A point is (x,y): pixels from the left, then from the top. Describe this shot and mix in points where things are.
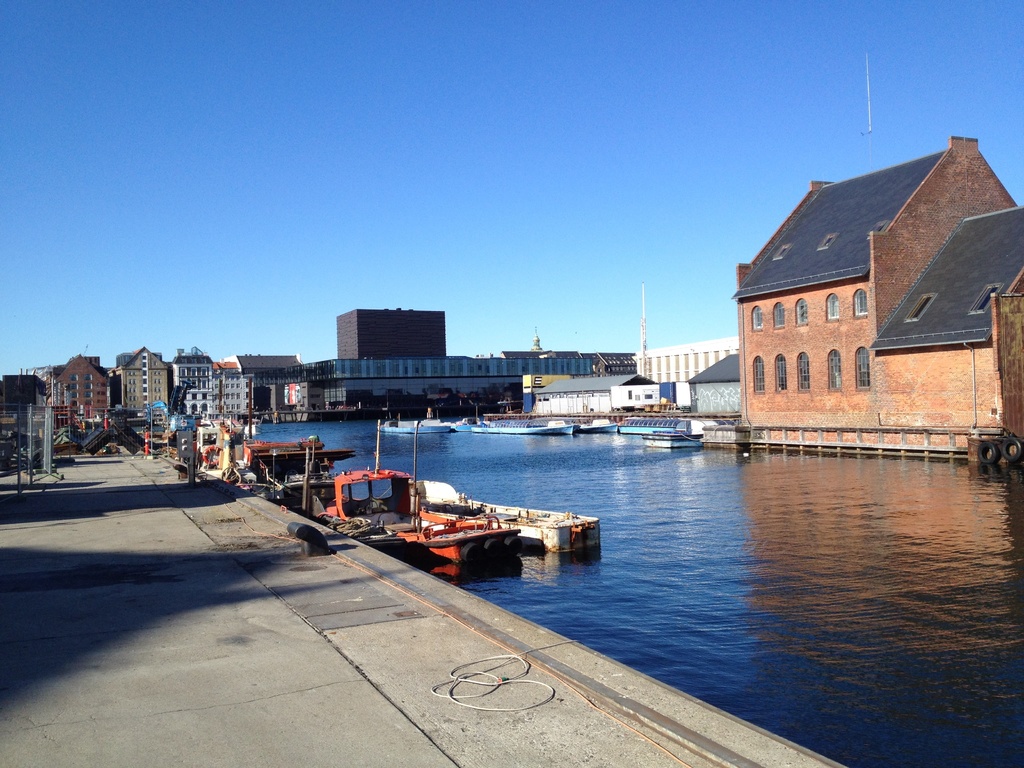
In this image at the bottom (692,630), there is water (709,625) on that there are many boats (368,482). On the right (763,376) there are many buildings (588,383), sky (602,156). On the left (144,484) there are buildings (128,385), floor (159,556).
